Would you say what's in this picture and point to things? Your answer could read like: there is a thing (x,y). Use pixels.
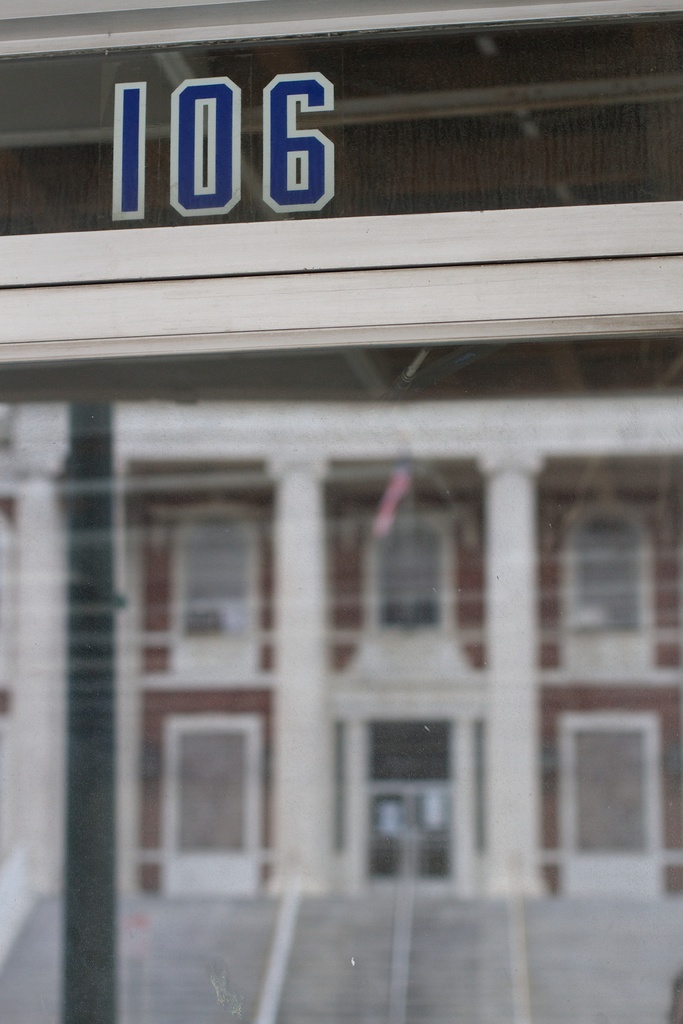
In this image in the front (235,371) there is a mirror (358,781) and on the top of the mirror (154,193) there is a number (230,167) written on it. Behind the mirror (408,725) there is a building (316,620) which is white in colour and there are red coloured borders (165,586) on the building (440,635).
